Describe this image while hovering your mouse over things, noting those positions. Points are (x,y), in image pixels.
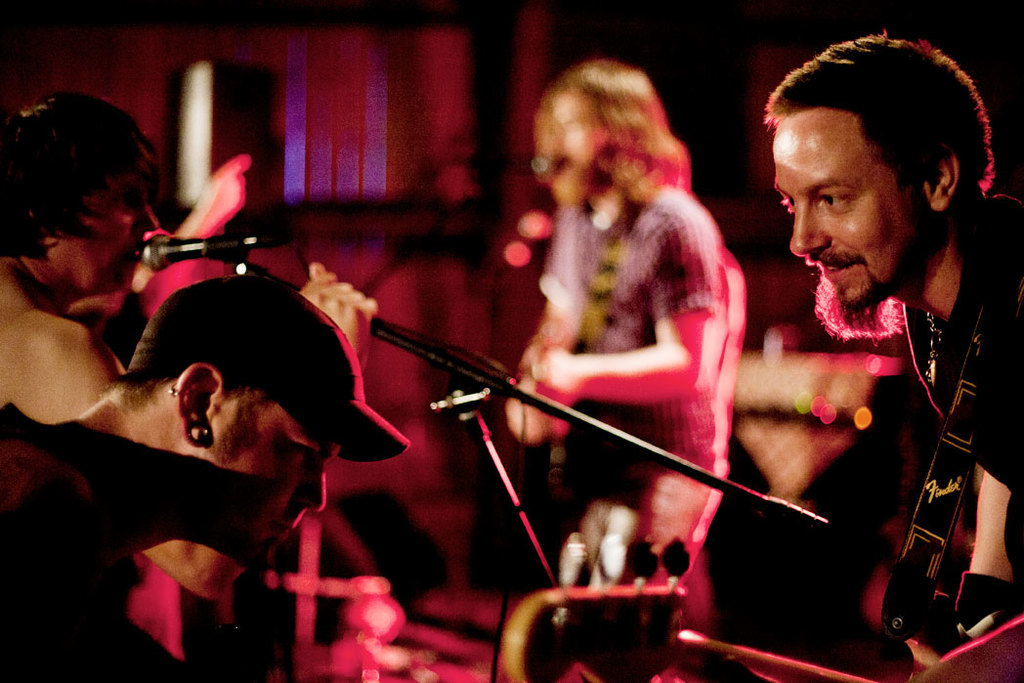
In this image I can see a person (121,472) wearing a hat (264,368) and another person (868,243) is holding a musical instrument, a microphone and a man (87,312) holding a microphone (152,244). In the background (604,351) I can see a person (589,232) standing and holding a musical instrument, a microphone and few other objects (762,426).
